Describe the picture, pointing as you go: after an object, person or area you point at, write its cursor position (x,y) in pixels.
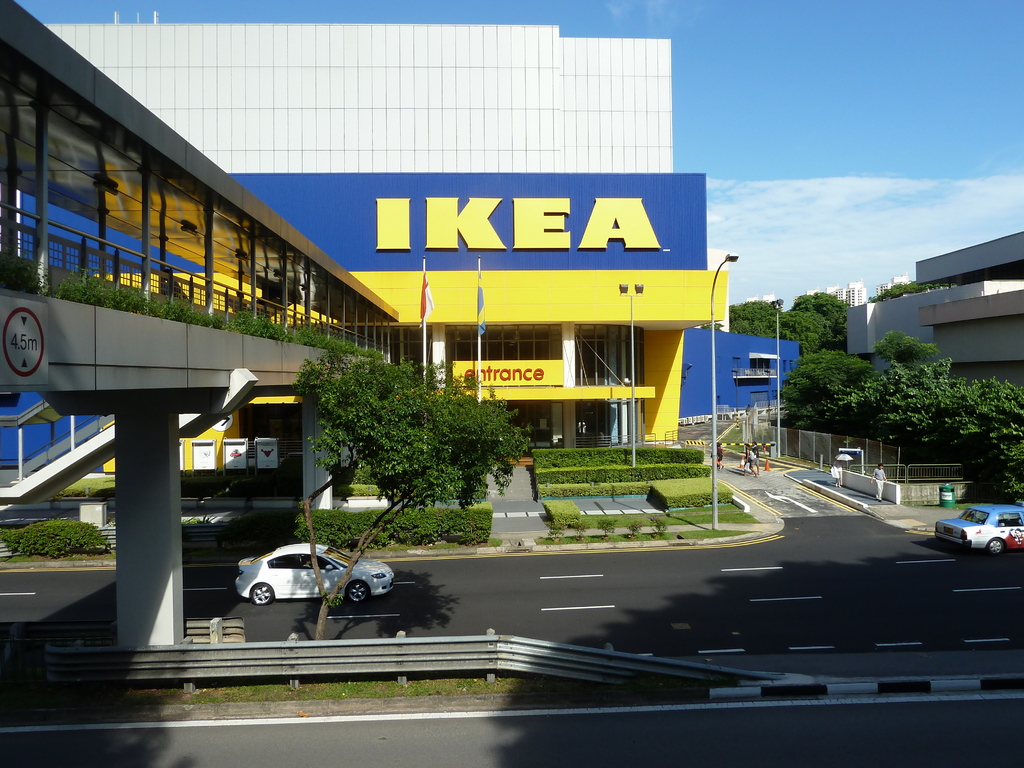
In this image I see the road (763,711) over here on which there are cars (991,543) and I see few people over here and I see the bushes (725,497) and flags (423,303) over here and I can also see a bridge (264,341) and I see the light poles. In the background (814,351) I see number of buildings (1017,302), trees (900,399) and I see the sky (728,118).
